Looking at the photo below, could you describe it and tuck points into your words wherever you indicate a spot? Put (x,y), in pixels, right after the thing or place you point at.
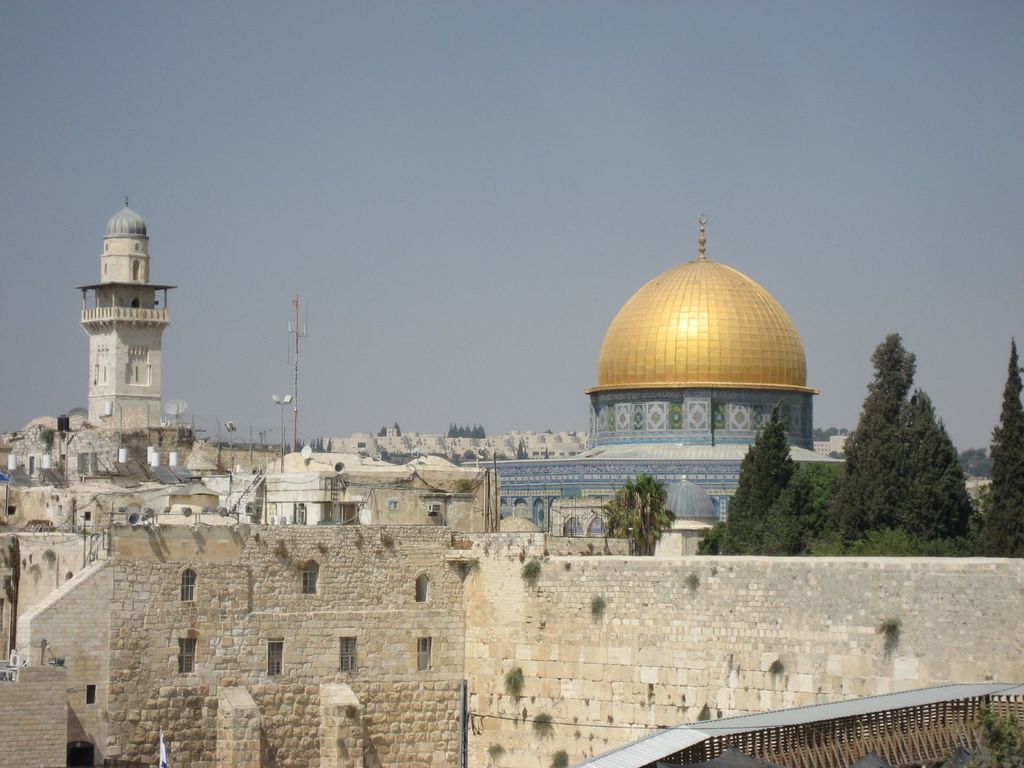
In this image I can see in the middle (669,308) it looks like a mosque (622,436). On the right side (861,469) there are trees (923,541), at the bottom (417,718) there is the stone wall (456,579). At the top (484,117) it is the sky (506,116).
